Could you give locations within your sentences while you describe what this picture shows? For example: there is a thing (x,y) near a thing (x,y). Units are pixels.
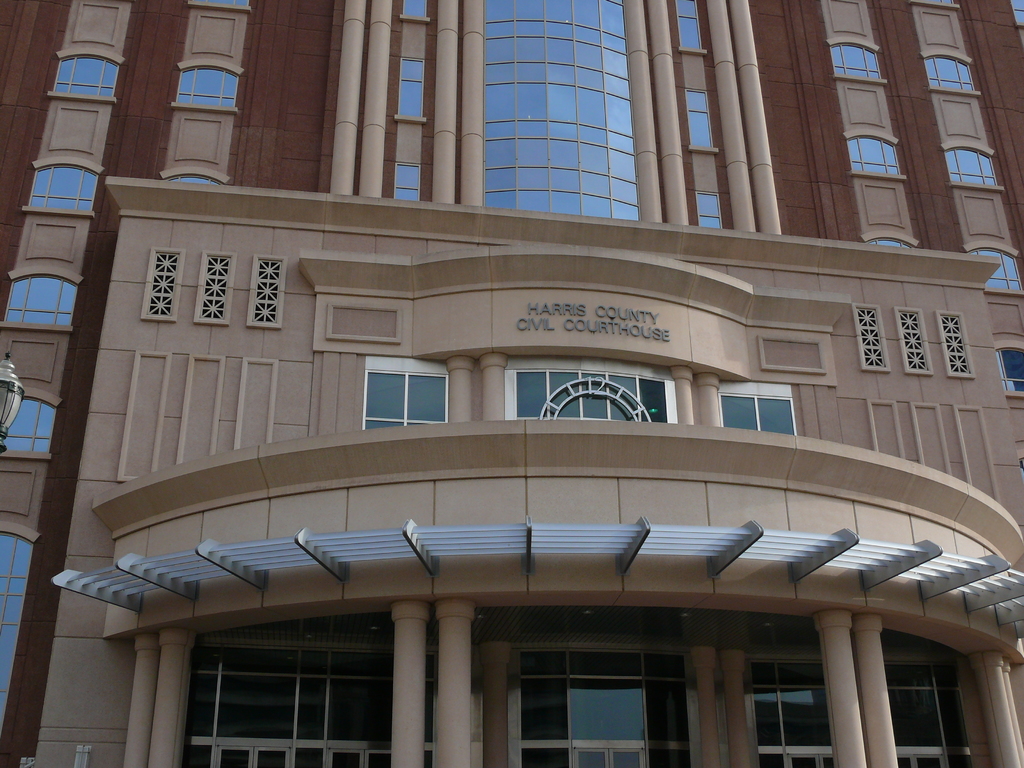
In this image we can see a building (605,518), there are windows (387,708), pillars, also we can see some text (561,309) on the wall (619,294).
